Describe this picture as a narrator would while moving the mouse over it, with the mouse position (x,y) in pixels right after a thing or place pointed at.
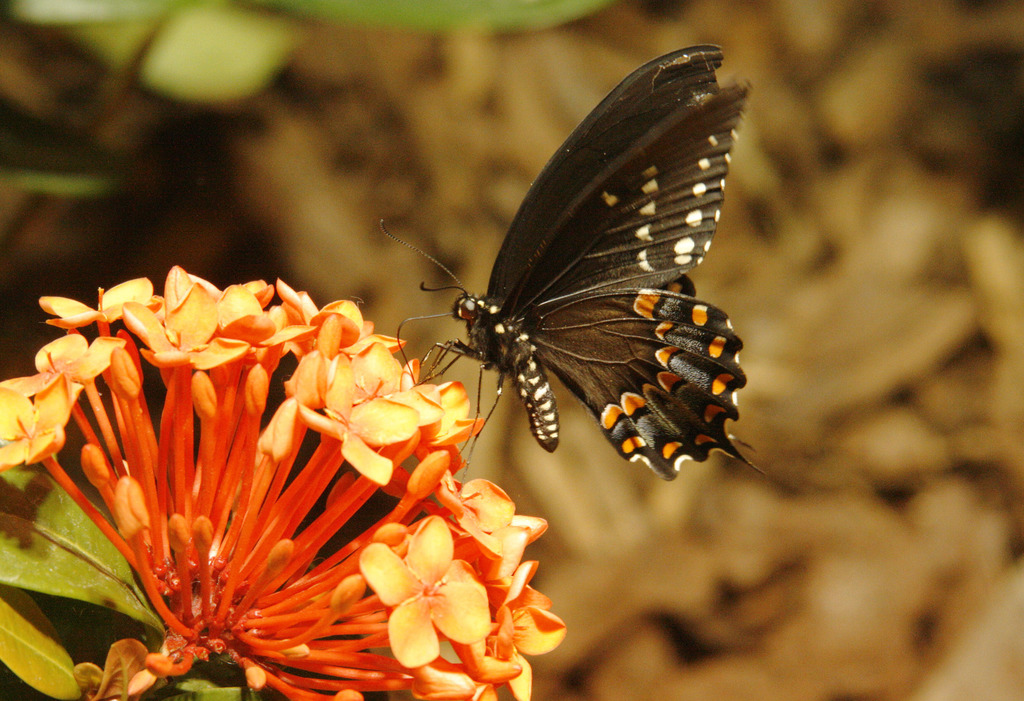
In this image we can see a butterfly (694,316) on a flower (221,511). In the background (478,45) the image is blur.
